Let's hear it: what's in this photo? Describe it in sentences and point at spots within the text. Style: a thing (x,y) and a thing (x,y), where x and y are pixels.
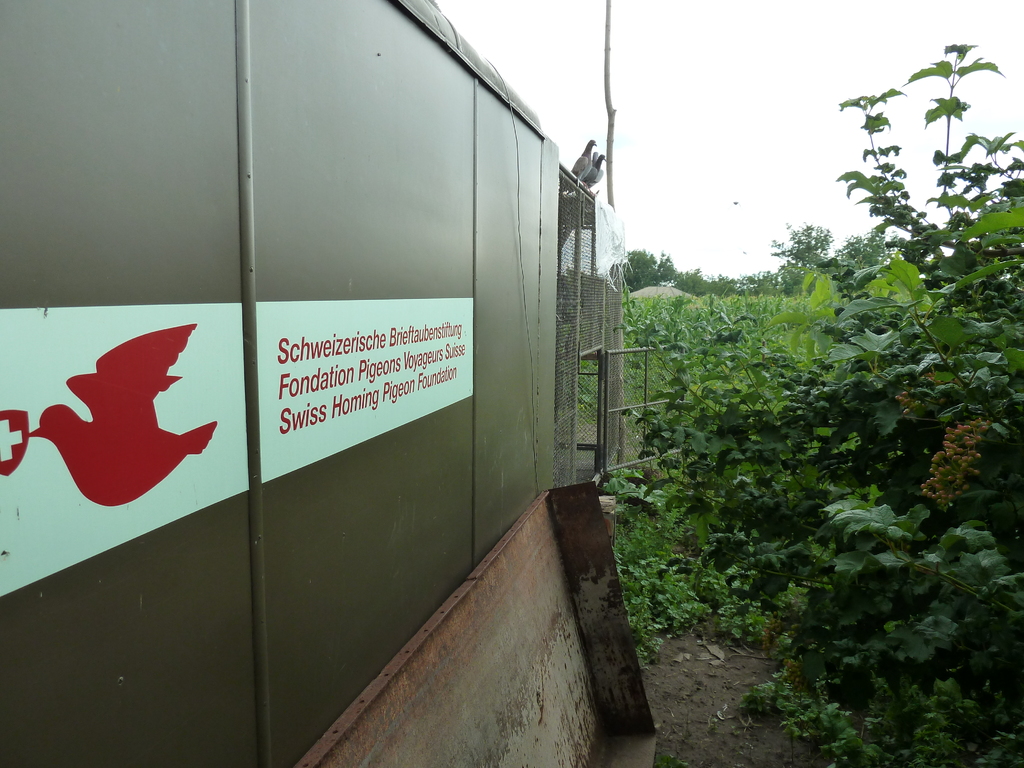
On the left side of the image (291,471) we can see one homing pigeon foundation (332,462) and we can see one bird symbol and some text (361,394) on it. And we can see pigeons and net (587,265). In the background (993,19) we can see the sky (790,137), clouds (740,166), trees (998,556) etc.
